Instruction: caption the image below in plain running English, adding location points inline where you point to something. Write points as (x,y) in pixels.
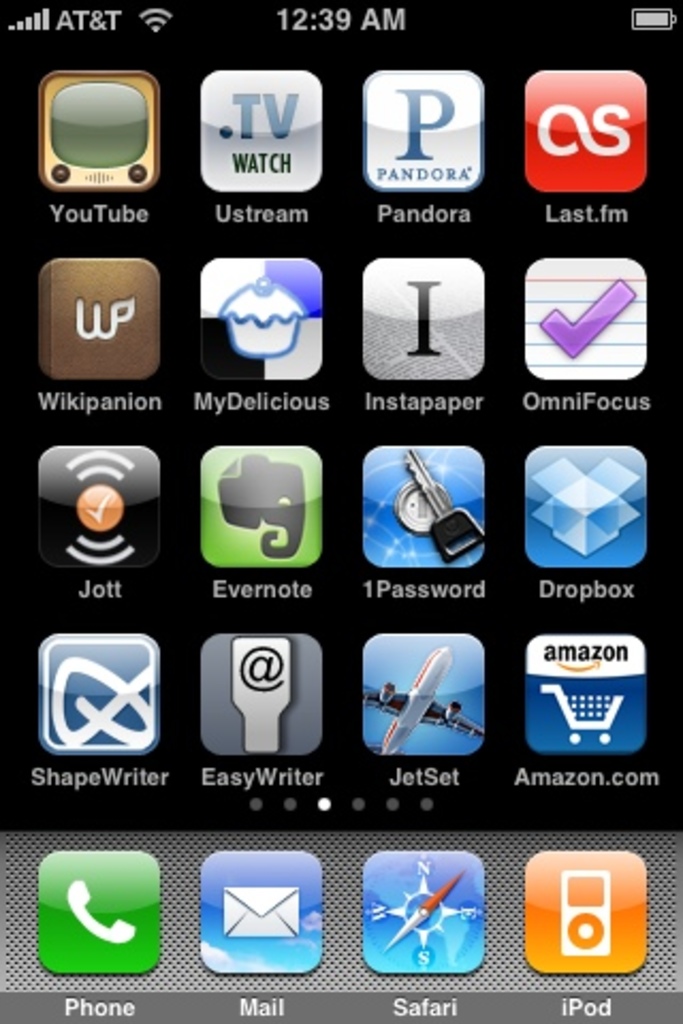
This image consists of a screenshot of a mobile (319,351). Here I can see the applications (122,470), text (221,404) and numbers (325,18).
